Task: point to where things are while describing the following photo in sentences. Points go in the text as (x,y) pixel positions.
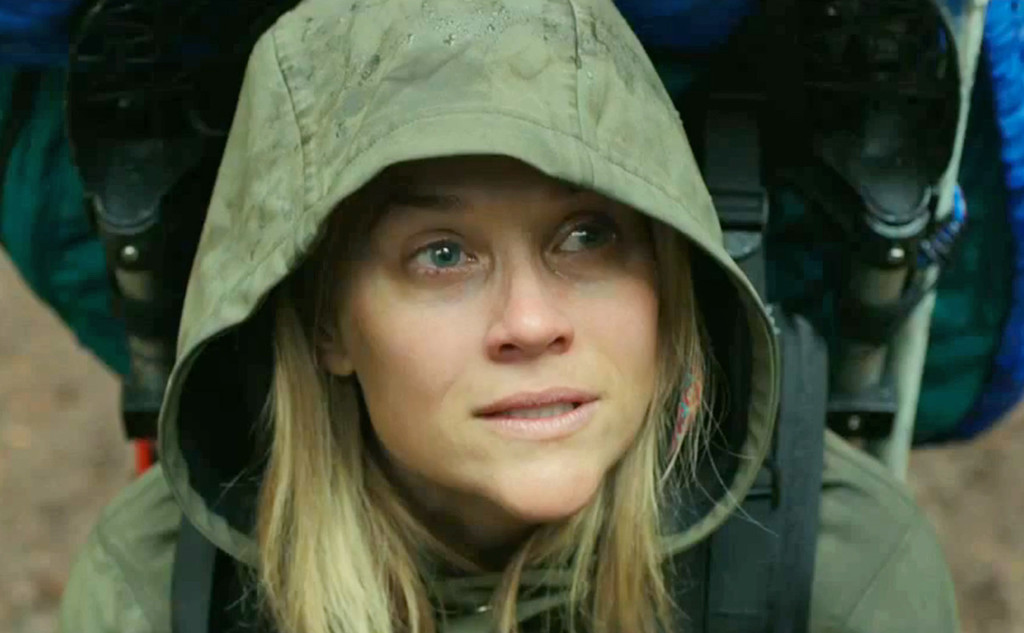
In this image, we can see a woman (583,431) is wearing a hoodie (255,339) and backpack (815,506). Background (28,602) there is a blur view.
